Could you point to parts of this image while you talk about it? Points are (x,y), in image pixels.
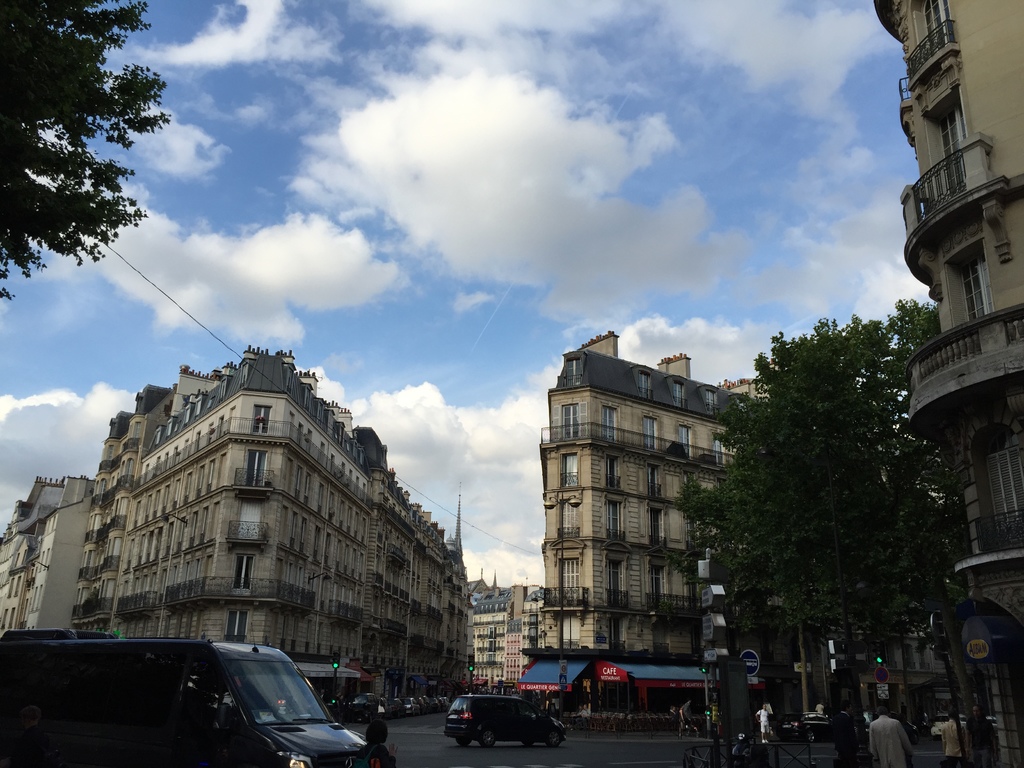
This is an outside view. At the bottom (81,681) I can see few vehicles (514,727) on the road (405,716) and also there are many people (893,730). Beside the road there are few light poles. In the background (640,482) there are many buildings (223,530). on the right (914,507) and left side of the image (59,129) there are few trees (74,80). At the top of the image (306,105) I can see the sky (234,117) and clouds (496,180).
